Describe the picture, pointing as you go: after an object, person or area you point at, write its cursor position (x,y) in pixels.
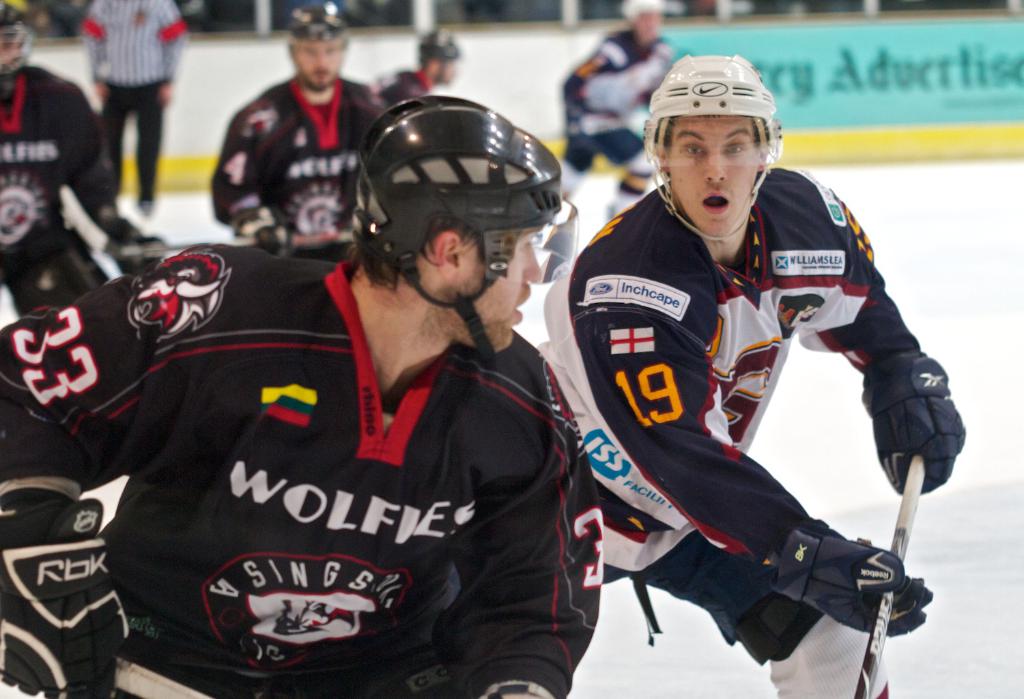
In this image I can see the group of people (301,297) with the dresses (325,328) and helmets (381,223). I can see these people (406,655) are on the ice (529,311) and few people (377,666) are holding the sticks (899,540). In the background (879,134) I can see the board (883,151).
